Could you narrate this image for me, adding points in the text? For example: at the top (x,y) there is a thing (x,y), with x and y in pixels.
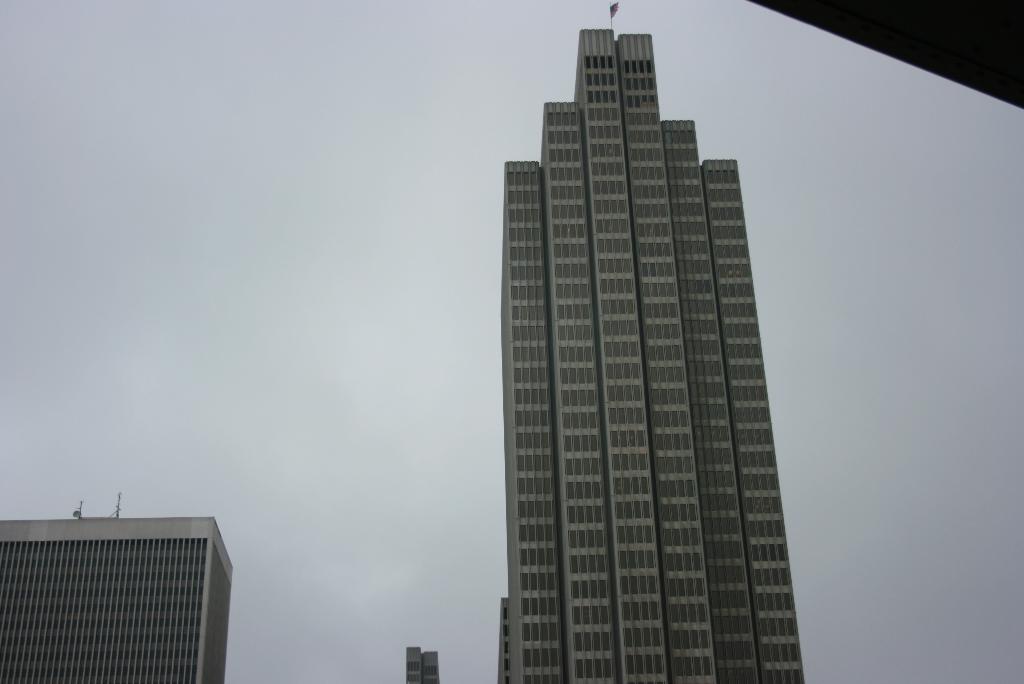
In this image we can see few buildings (190,643). There is a flag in the image. There are few objects (80,510) on the building (114,523) at the left side of the image (116,504).
